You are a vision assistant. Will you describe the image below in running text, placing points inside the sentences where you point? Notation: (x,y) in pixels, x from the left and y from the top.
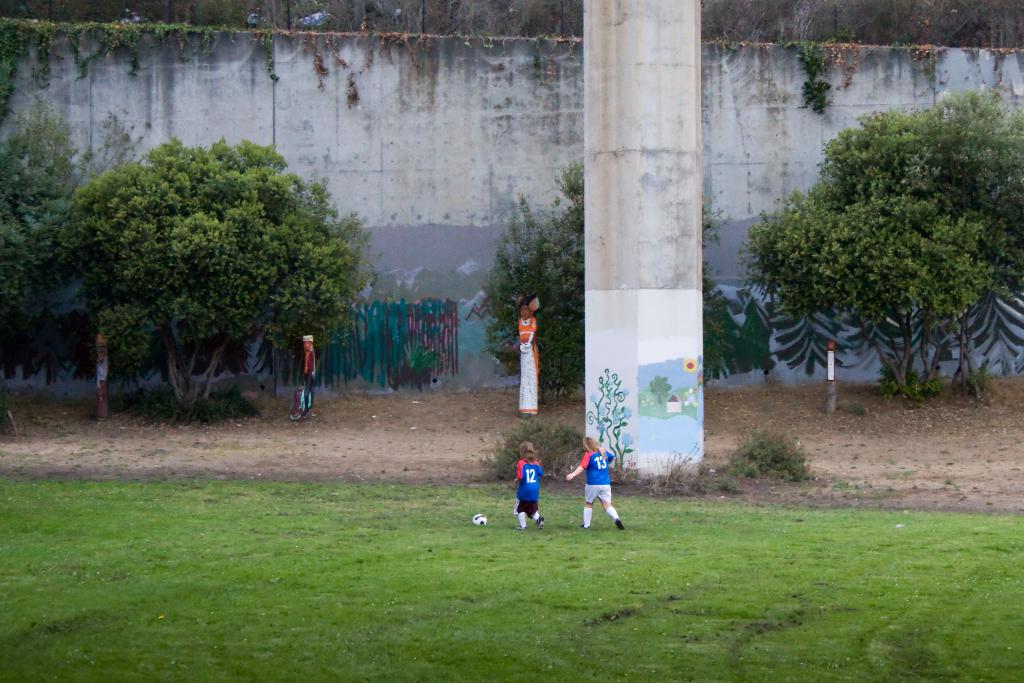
In this picture we can see two people (519,514) and an object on the grass (501,540). We can see a few poles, trees (580,391), a pillar (631,430) and the compound wall (445,358). There is some painting (483,370) visible on a pillar (672,369) and on the compound wall (405,373).
